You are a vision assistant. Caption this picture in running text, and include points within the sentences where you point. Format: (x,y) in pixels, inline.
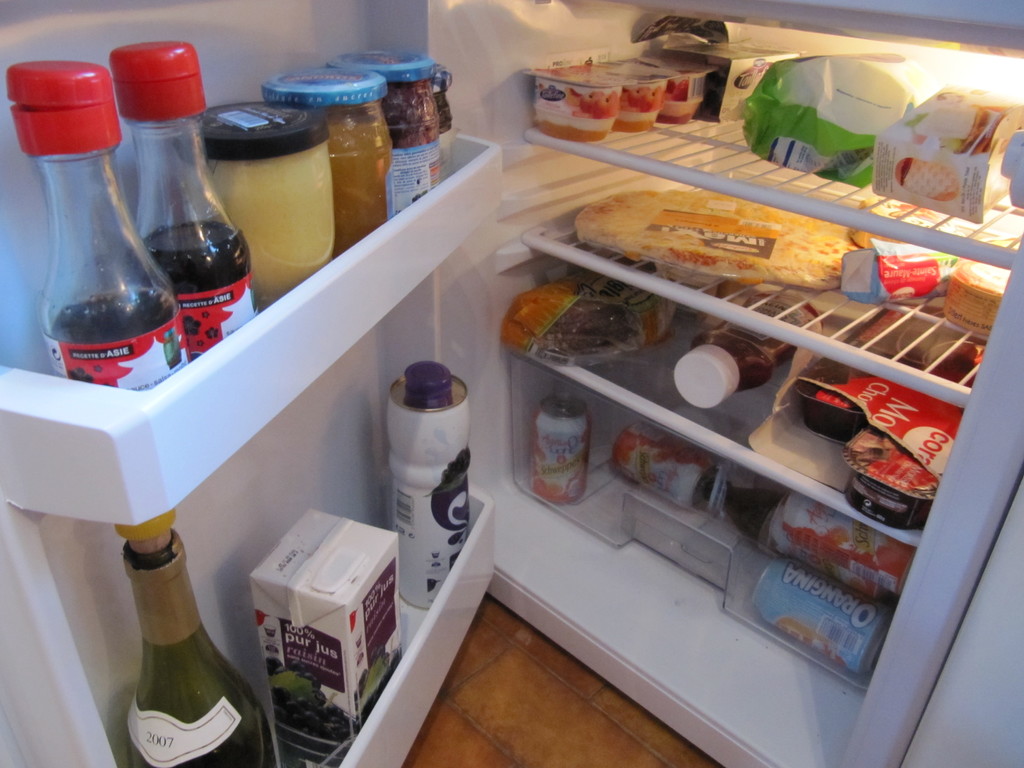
In this image we can see bottles (104,167), jars (239,225), beverage bottles (178,628), tins (569,461), cups (571,95), butter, cakes (736,197) placed in refrigerator (676,328).
